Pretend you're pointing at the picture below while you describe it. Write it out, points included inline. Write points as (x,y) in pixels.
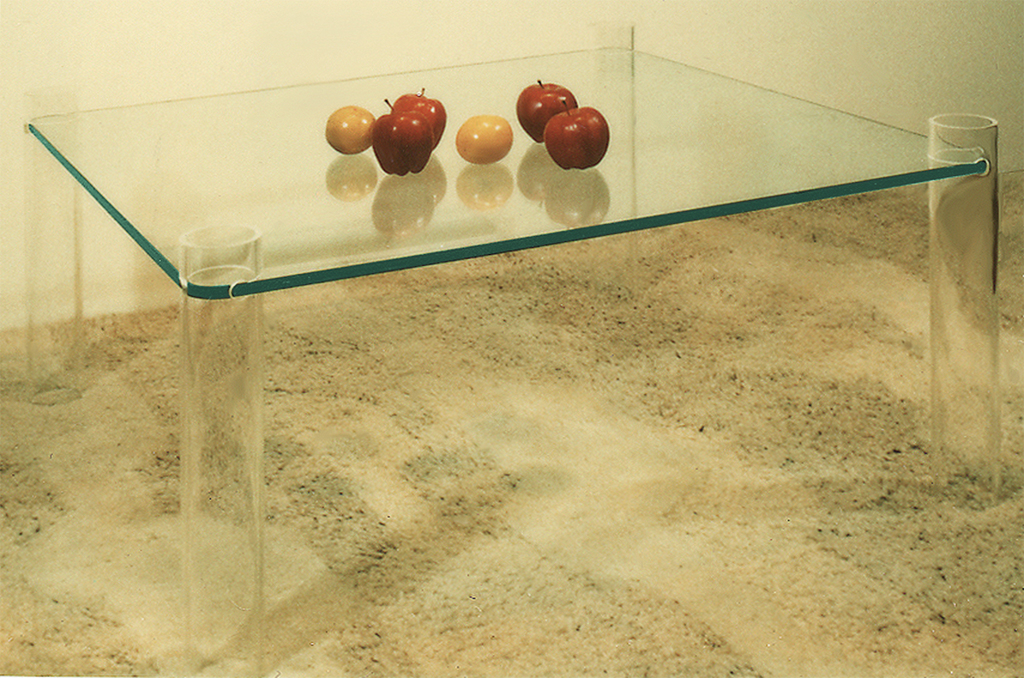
In this picture we can see few apples (425,132), and other fruits (369,141) on the table (728,152).
